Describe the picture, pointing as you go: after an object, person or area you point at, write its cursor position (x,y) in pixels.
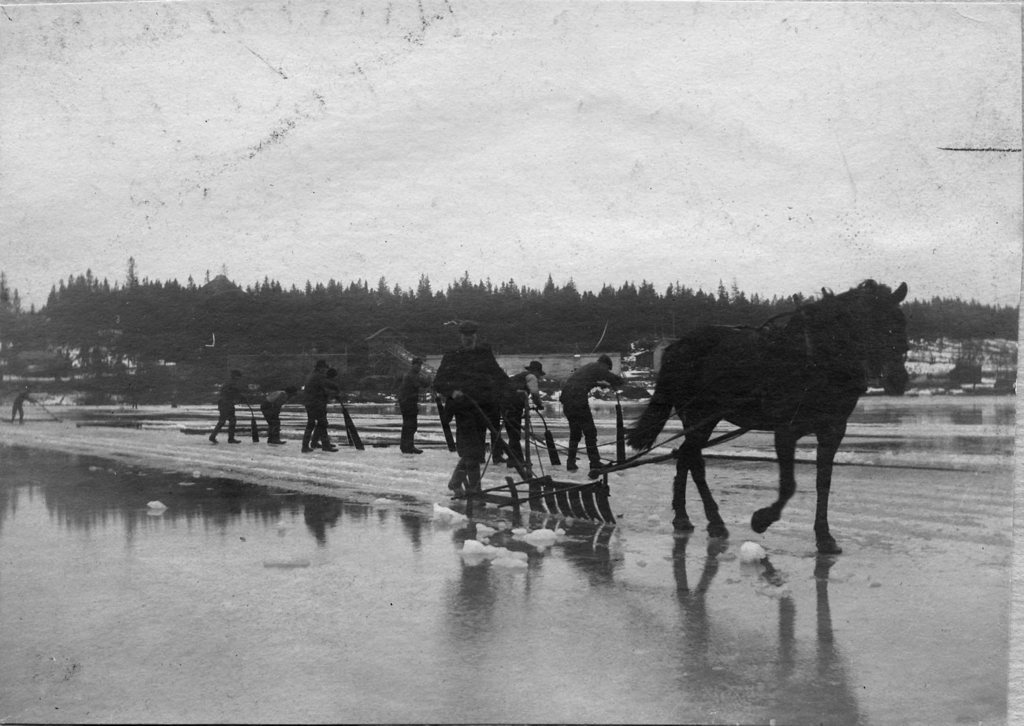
In the foreground of the picture (542,484) there are people (587,439), horse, some blade like object (535,487). The people (313,424) are trying to cut the ice (507,541). In the background (524,302) there are trees (717,316) and other objects (984,372).
